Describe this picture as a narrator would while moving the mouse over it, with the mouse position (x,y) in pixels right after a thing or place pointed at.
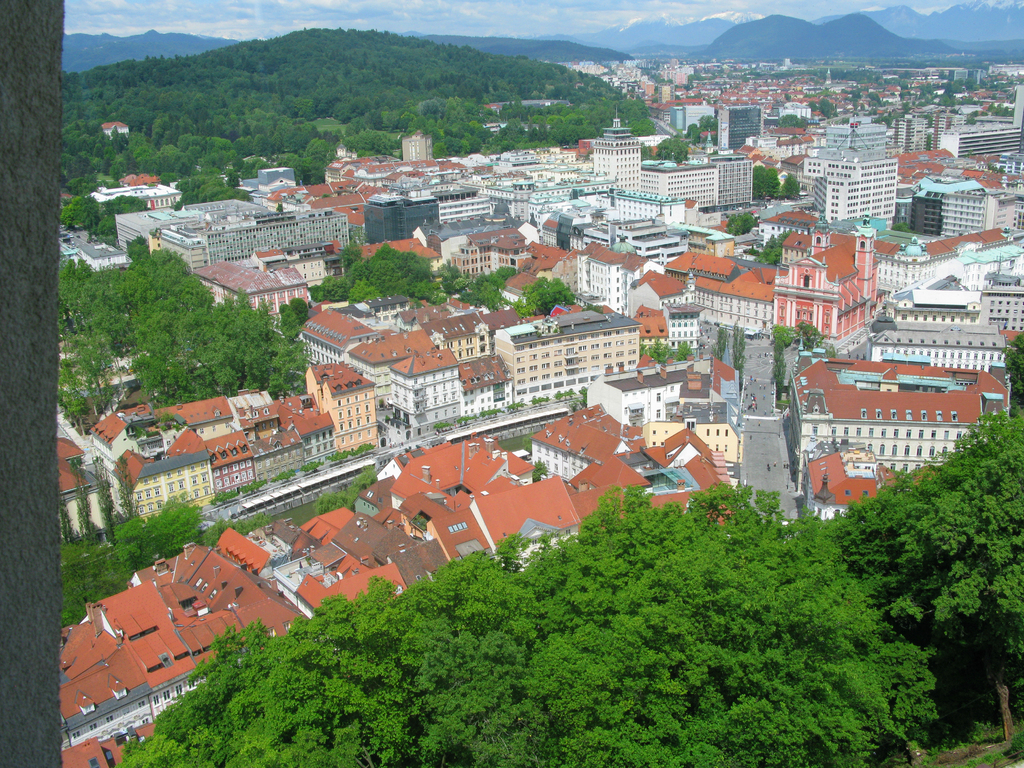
In this image I can see number of trees (664,554), number of buildings (73,258) and in the background (584,36) I can see mountains (668,40).
